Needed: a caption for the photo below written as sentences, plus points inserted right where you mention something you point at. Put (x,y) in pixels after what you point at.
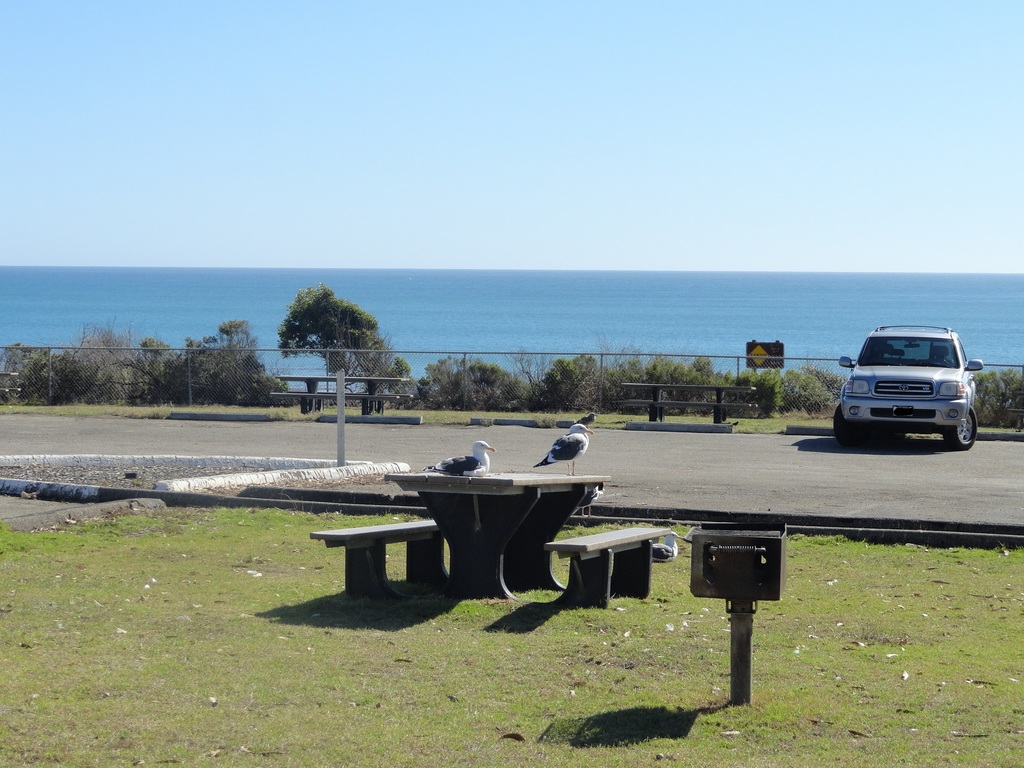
There is a car (877,409) on the road (864,453). This is table (581,489). On the table (508,486) there are birds (462,457) and these are the benches (636,572). Here we can see some trees (409,375). And this is water (642,322). On the background (884,43) there is a sky (739,197) and this is grass (154,644).
